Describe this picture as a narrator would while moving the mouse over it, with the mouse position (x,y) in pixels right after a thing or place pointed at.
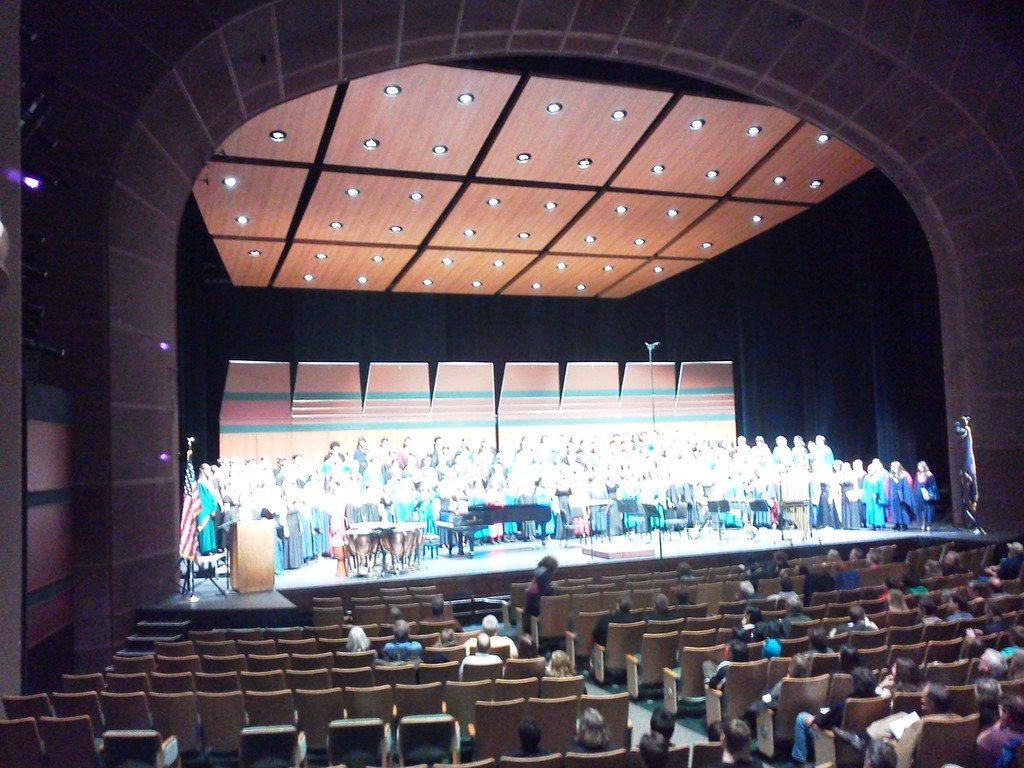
In this image in the middle (490,505), there are many people (523,492). They are standing in front of them there are many musical instruments (454,528). On the right (925,655) there are many chairs (933,671), some people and flags (976,491). On the left (273,685) there are many chairs (403,720), some people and flags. At the top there are lights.
